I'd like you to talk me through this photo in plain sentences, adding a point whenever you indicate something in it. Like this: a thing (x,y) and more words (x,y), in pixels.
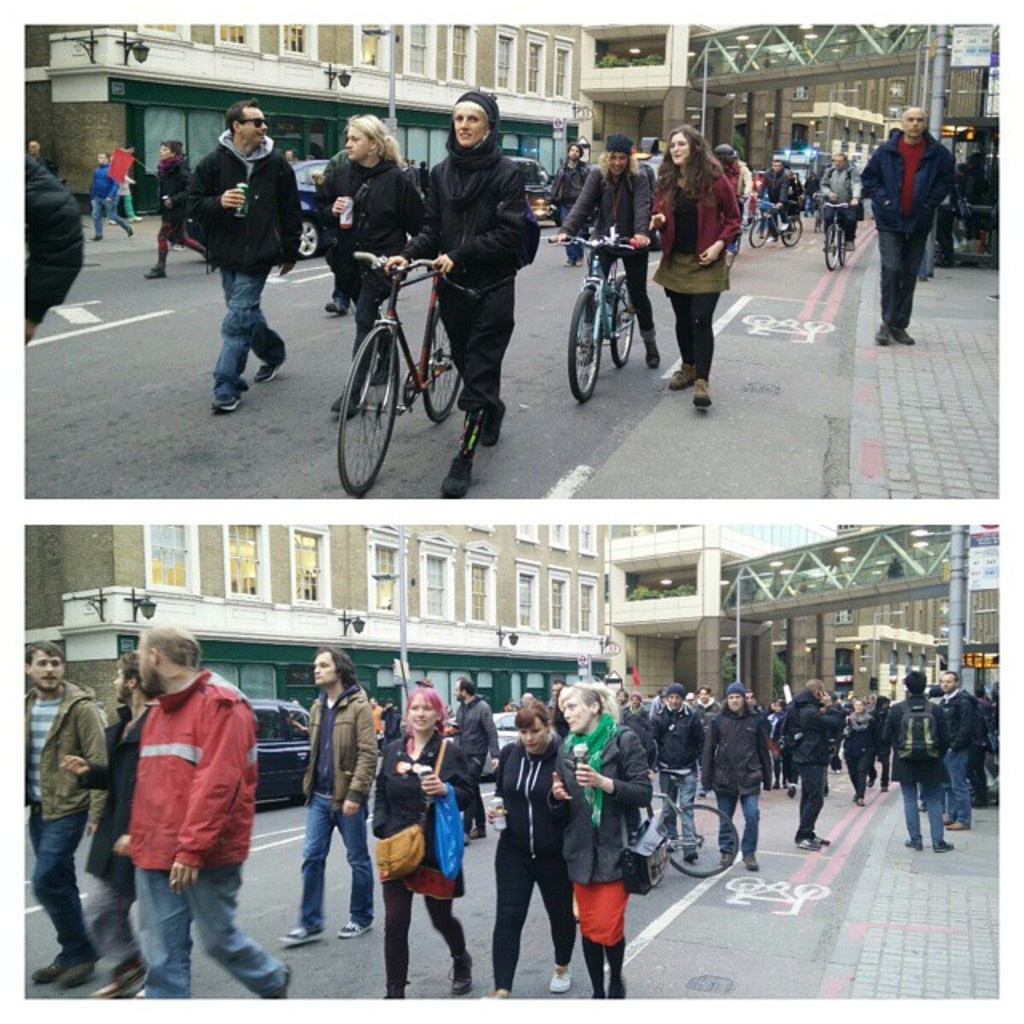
In this picture there are people (693,322) walking with two bicycles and another picture there is a crowd (210,736) walking and in the backdrop (379,564) there is a building (537,622).
